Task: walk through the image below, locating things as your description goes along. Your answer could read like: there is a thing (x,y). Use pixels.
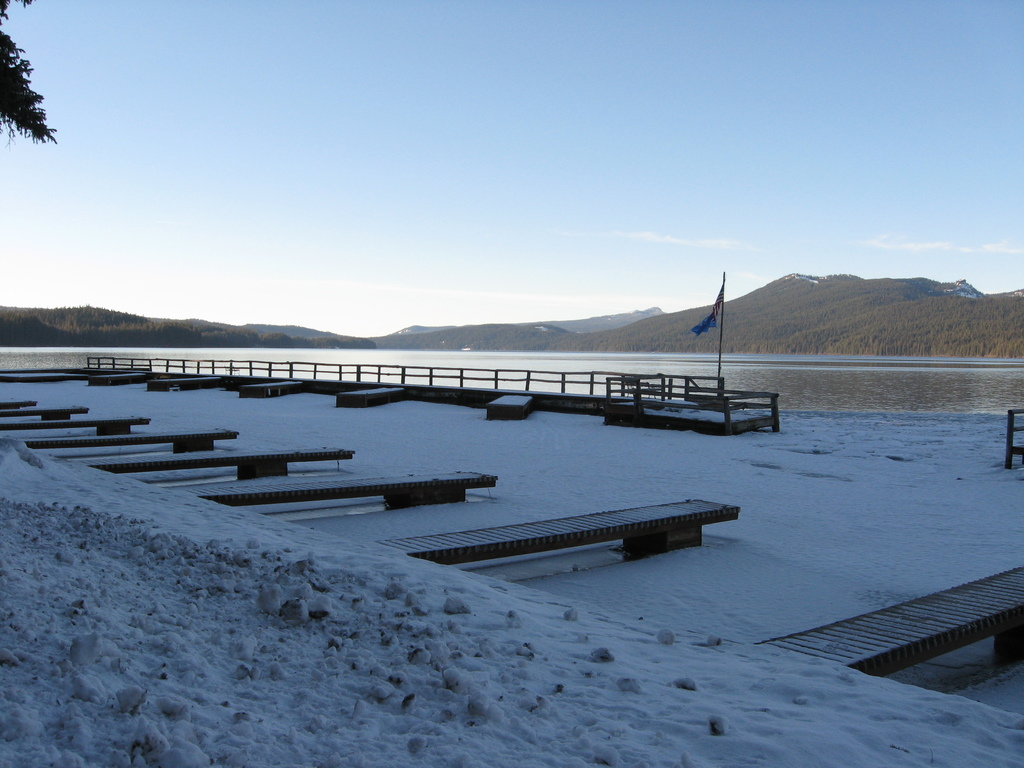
There are many docks (928,630). And on the ground (476,563) it is covered with snow (586,447). In the back (264,354) there is a railing (530,380), flag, water (486,367), hills (452,327) and sky (446,222).
